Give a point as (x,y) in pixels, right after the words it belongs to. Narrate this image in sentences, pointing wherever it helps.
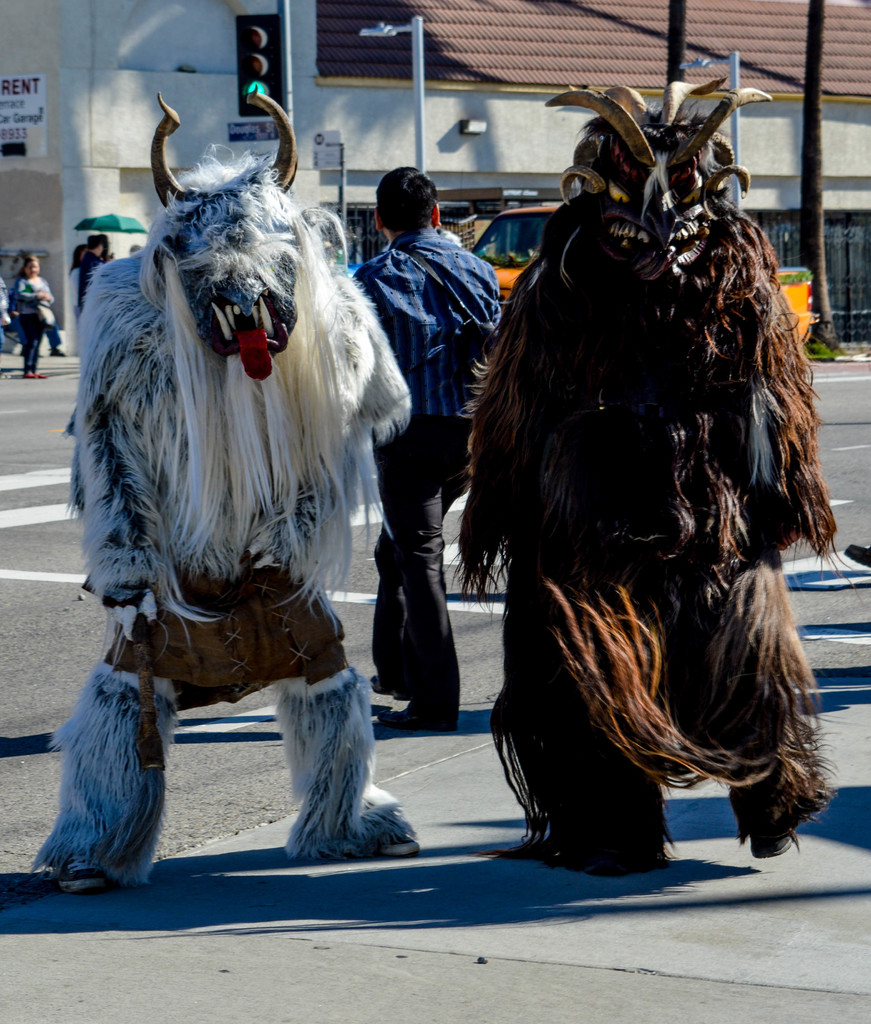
In the given image i can see a mask costumes (102,328), people (399,293), electrical poles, traffic lights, house (57,65) and board (21,134).
